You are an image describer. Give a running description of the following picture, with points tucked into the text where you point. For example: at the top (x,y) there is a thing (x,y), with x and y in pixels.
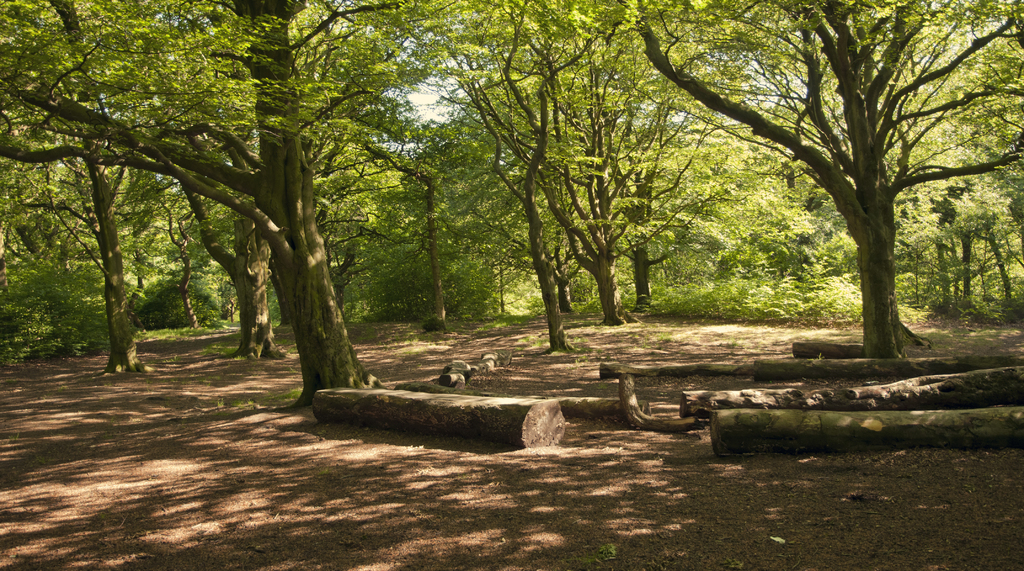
In the bottom of the image (775,441) there are wooden logs (673,373) on the ground (667,444). On the backside of the image (582,160) there are trees (484,118) and sky (450,85).
